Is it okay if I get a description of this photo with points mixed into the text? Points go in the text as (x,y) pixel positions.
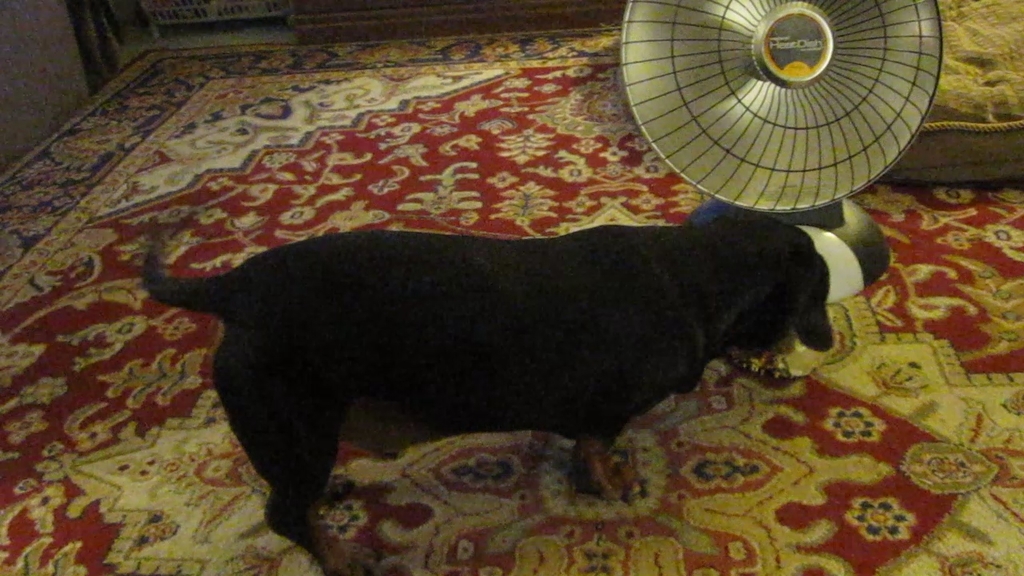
At the center of the image (475,278) there is a dog (637,357) standing on the carpet (819,441), which is on the floor (940,482), beside the dog (756,287) there is a heater (811,138).
